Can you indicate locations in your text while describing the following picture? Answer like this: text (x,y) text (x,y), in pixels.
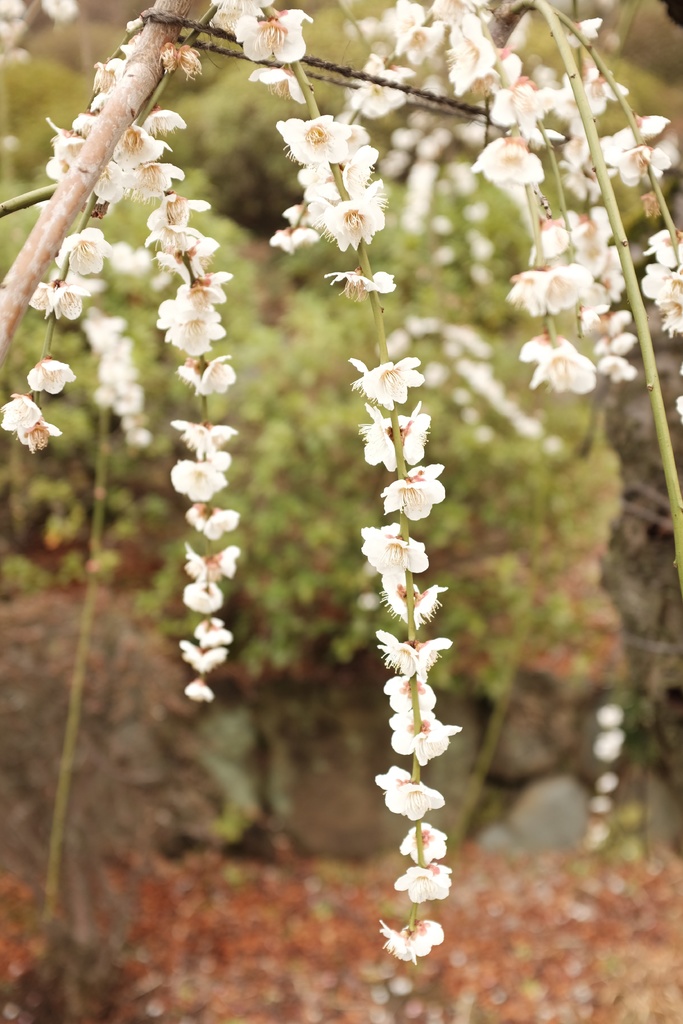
In this picture I can observe white color flowers (173,174) in the middle of the picture (228,574). In the background (285,361) I can observe trees (259,631).
